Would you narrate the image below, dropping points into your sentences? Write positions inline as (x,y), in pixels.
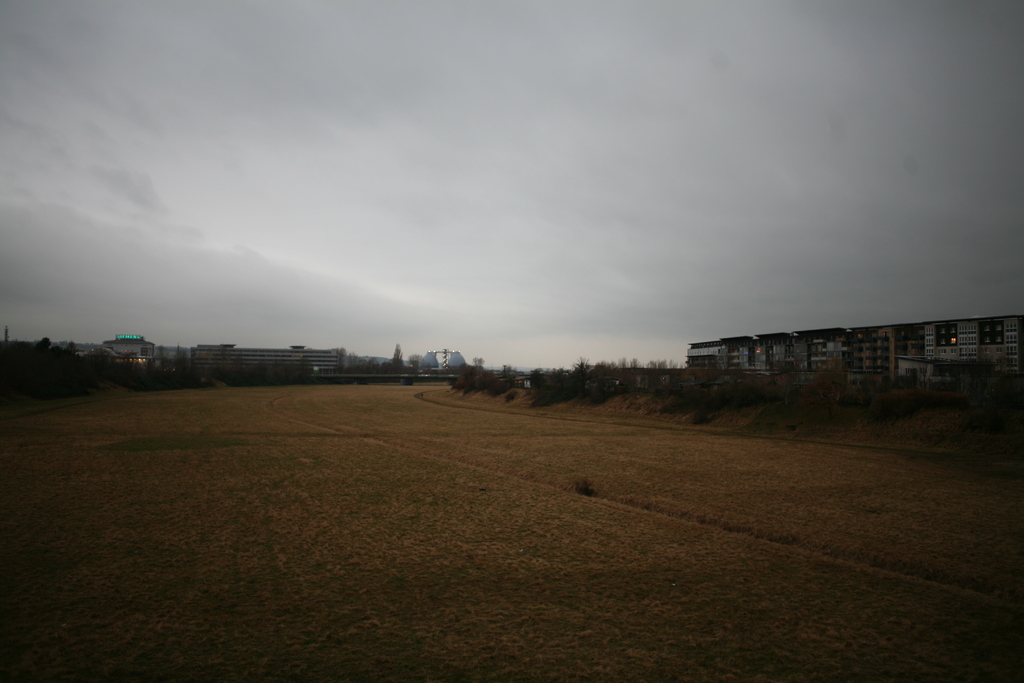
In this image I can see an open land (353,480). On the right (916,332) there are buildings (889,328). In the background (432,197) I can see sky (483,90).
